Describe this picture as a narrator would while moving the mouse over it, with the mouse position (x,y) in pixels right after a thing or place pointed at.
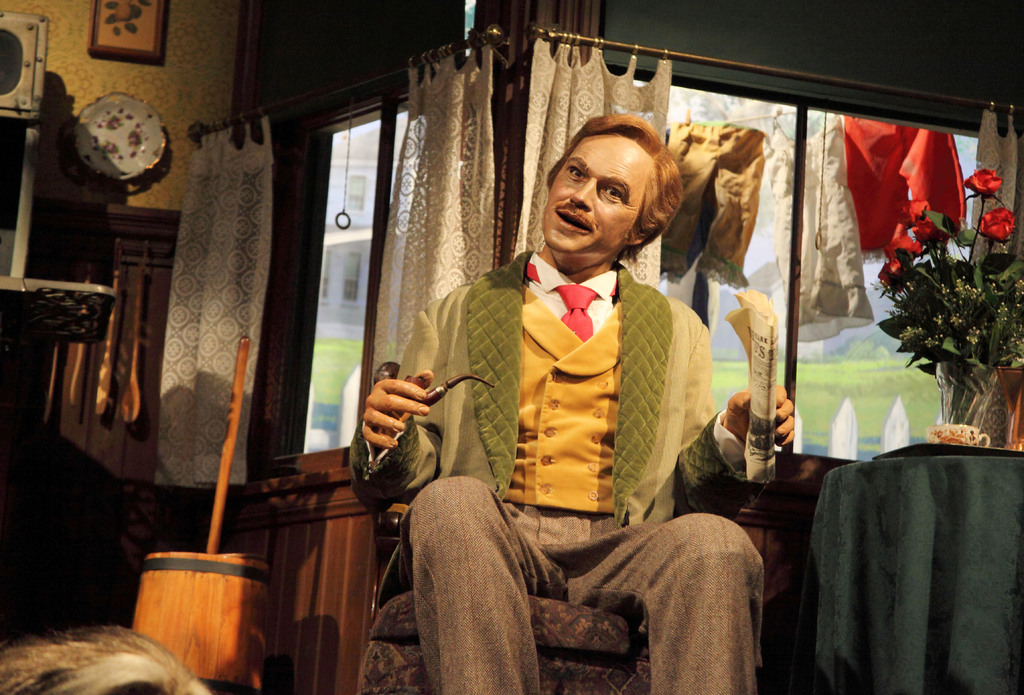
This is the statue (543,443) of the man (531,550) sitting on the chair (411,610). This man (544,446) is holding a newspaper (751,342). These are the curtains (437,240) hanging to the hanger (802,75). I can see a flower vase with a bunch of rose flowers (942,237), which is placed on the table (970,474). This table (928,482) is covered with a cloth (919,566). This looks like a wooden object (218,596). These are the serving spoons (107,351), which are hanging to the hanger (126,257). I can see a frame (139,44) and a plate (114,119) attached to the wall (164,104). These look windows (859,379). I can see the clothes (857,179) hanging to the rope (749,120) behind the window (771,138).
